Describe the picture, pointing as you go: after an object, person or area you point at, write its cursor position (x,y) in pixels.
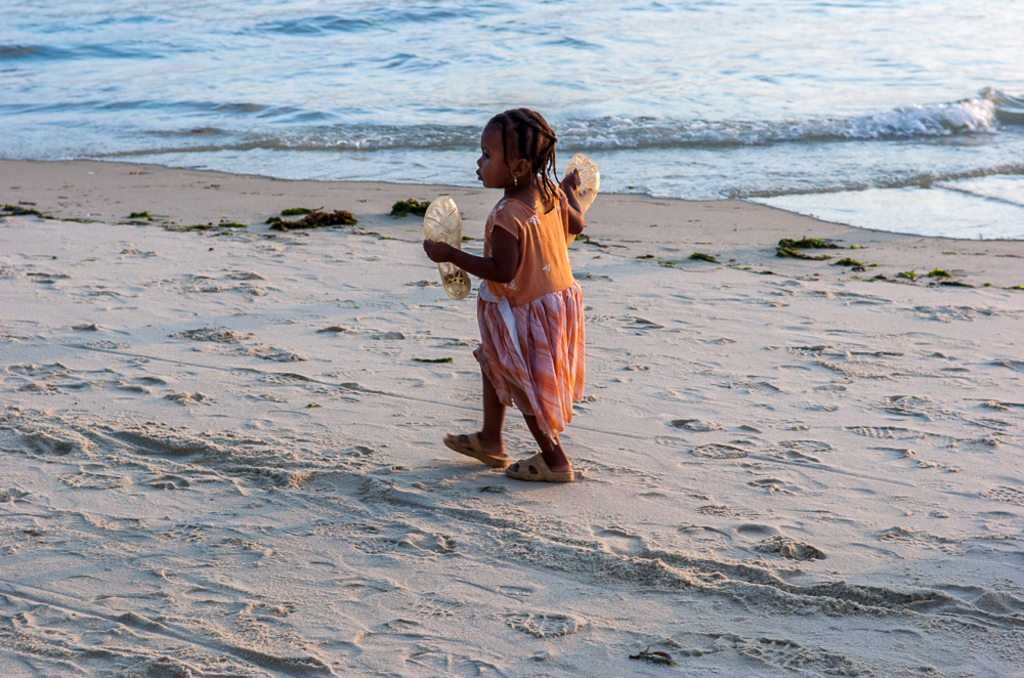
In the center of the image (426,246) there is a girl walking on beach (269,395). In the background of the image (448,22) there is water (394,77).
